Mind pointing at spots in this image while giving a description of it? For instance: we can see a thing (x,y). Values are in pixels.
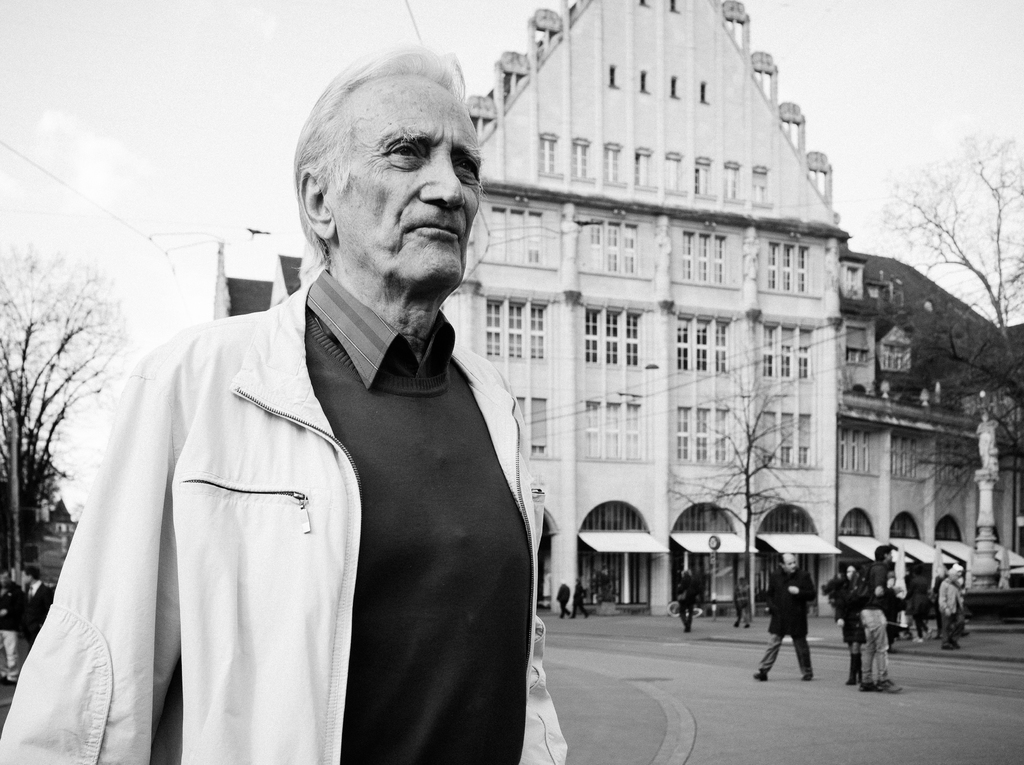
In this picture we can see the road (637,663), some people (869,572), sunshades (765,539), trees (5,503), building (918,494) with windows (787,424) and in the background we can see the sky (947,63).
